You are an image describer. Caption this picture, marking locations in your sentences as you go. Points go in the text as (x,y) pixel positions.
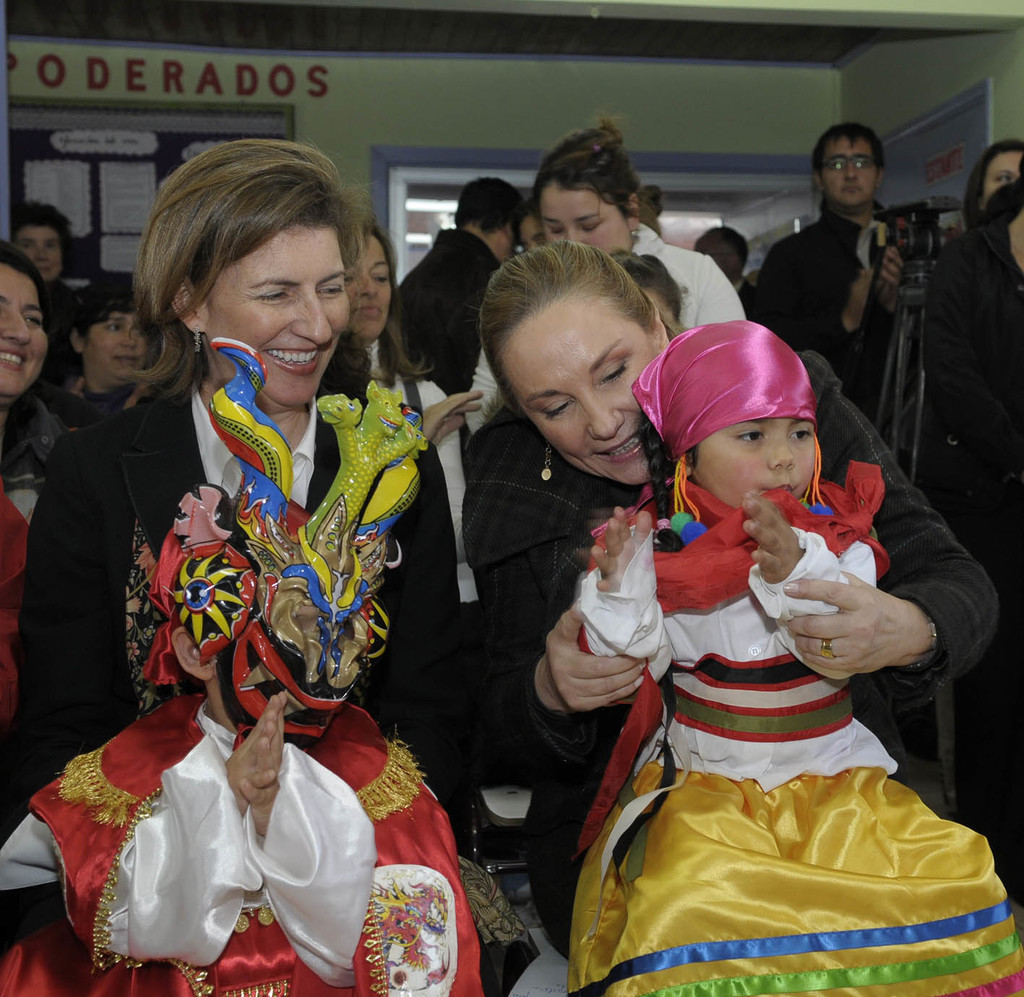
In this image we can see two children (214,673) wearing the costume (375,589). In that a child (230,665) is wearing a mask (238,671). We can also see a group of people (632,319) and a camera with a stand (924,297). On the backside (96,225) we can see a board (97,119) with some papers (107,250) on it and some text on a wall (364,71).
